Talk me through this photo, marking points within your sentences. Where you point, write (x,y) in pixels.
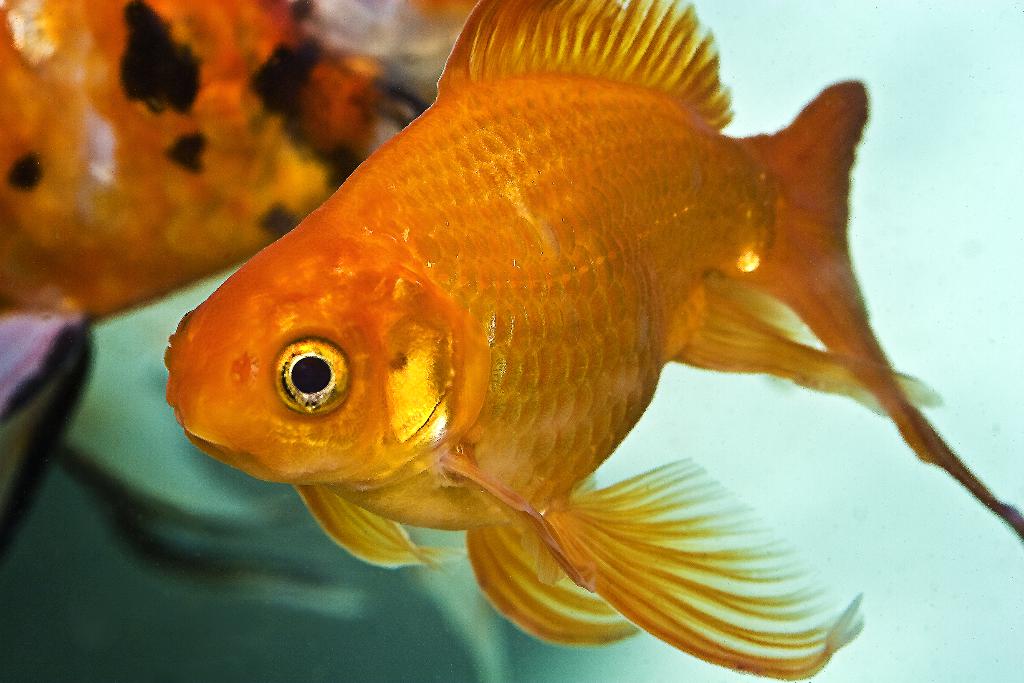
It seems like a water body (656,427) and here we can see fishes (126,275).
